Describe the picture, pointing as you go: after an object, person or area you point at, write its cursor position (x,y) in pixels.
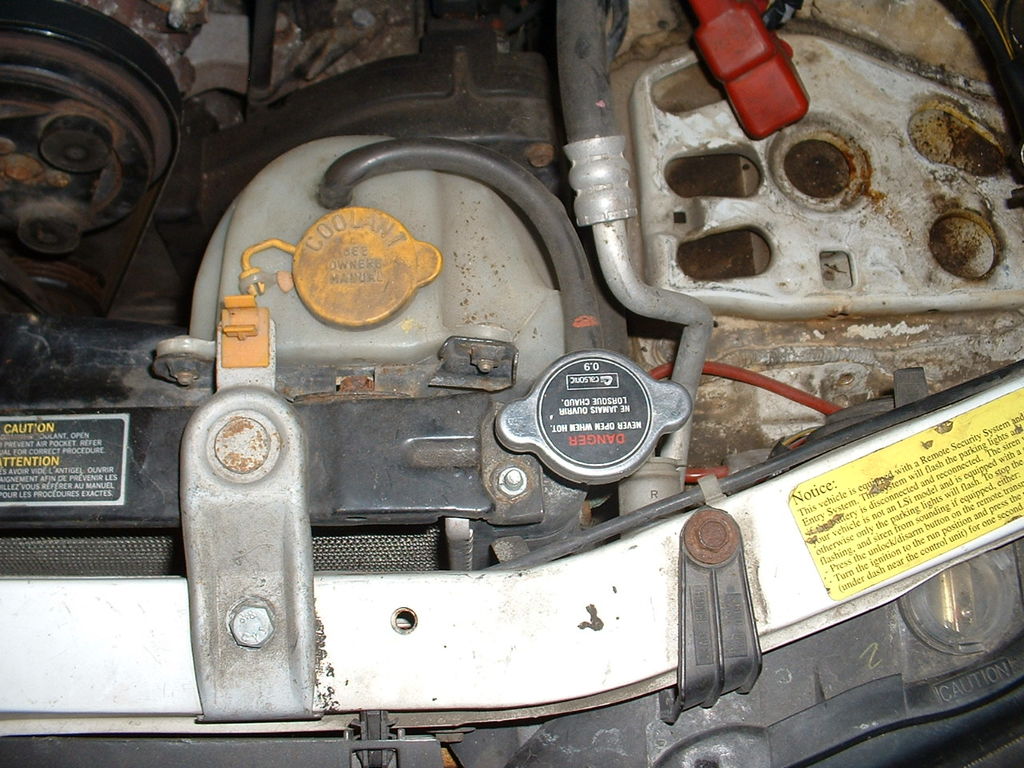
In this image we can see internal parts (351,493) of a vehicle (540,511).
